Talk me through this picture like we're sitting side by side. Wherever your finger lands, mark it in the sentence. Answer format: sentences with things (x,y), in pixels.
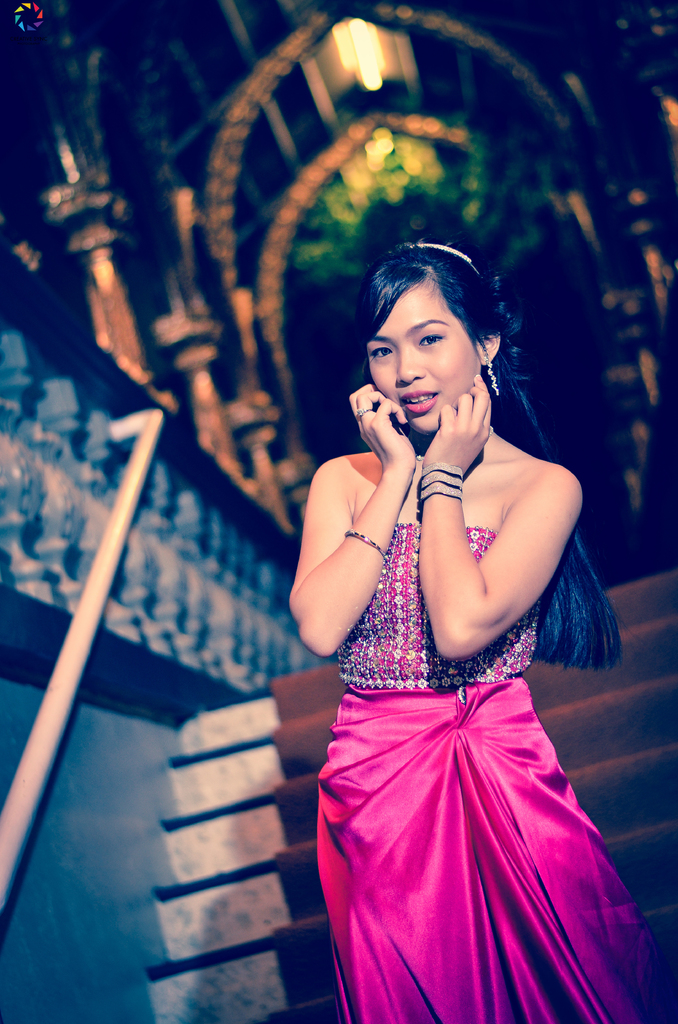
In the image there is a lady (455,654) standing. Behind her there are steps (267,784). On the left side of the image (122,545) there is a handle (125,495). There is a blur background (185,195) with pillars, arches (226,170) and lights (357,41).
